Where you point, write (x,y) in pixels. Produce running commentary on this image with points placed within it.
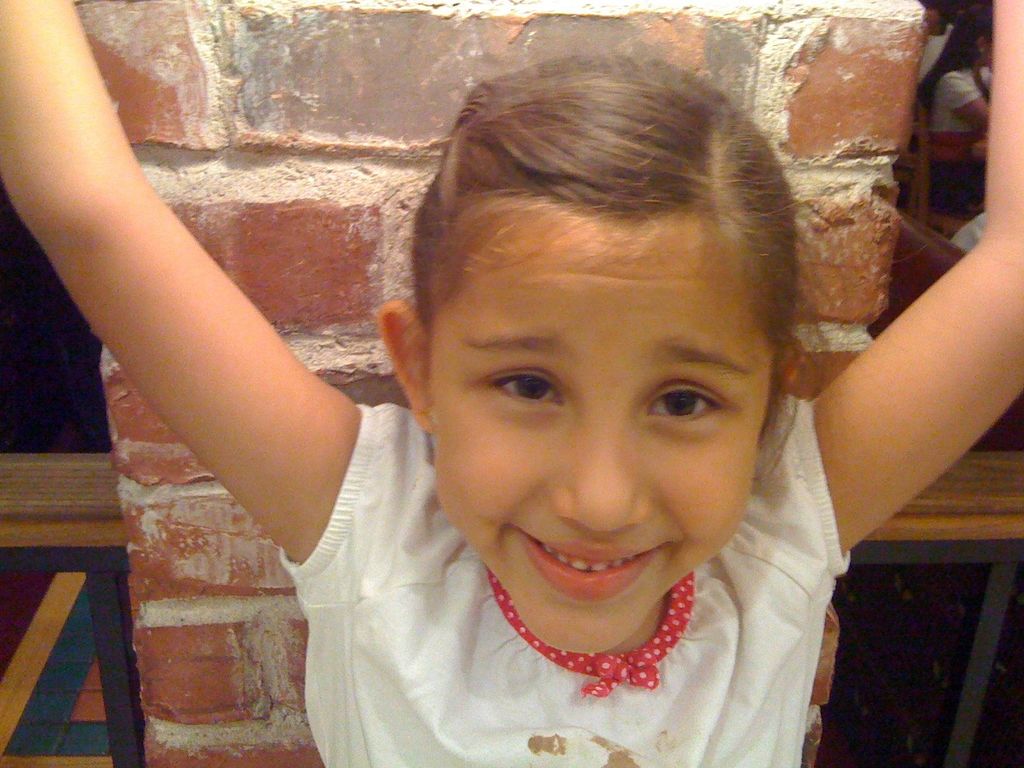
In the center of the image (601,362), we can see a kid (488,331) and in the background (773,82), there is a wall (825,94) and we can see some other people (951,119) and benches (938,537).
